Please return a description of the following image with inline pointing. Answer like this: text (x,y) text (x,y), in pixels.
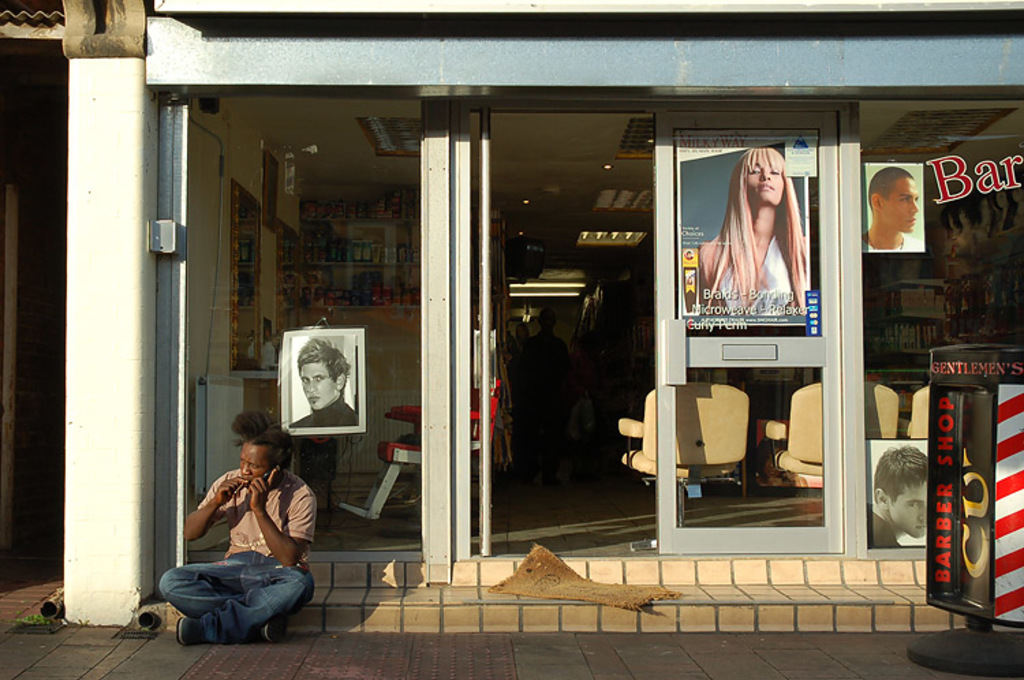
In this image in the front (239,542) there is a man (244,529) sitting and talking on mobile phone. In the background (315,319) there is a glass (308,279) and on the glass (324,280) there is a poster (340,403) of a man (336,378). In the center (667,306) there is a door (657,377) and on the door (731,337) there is a poster (741,236) of a woman (741,236) and in the background (581,371) there are chairs (816,414) and there are persons (572,358). On the right side (973,455) there is a board (958,486) with some text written on it.
